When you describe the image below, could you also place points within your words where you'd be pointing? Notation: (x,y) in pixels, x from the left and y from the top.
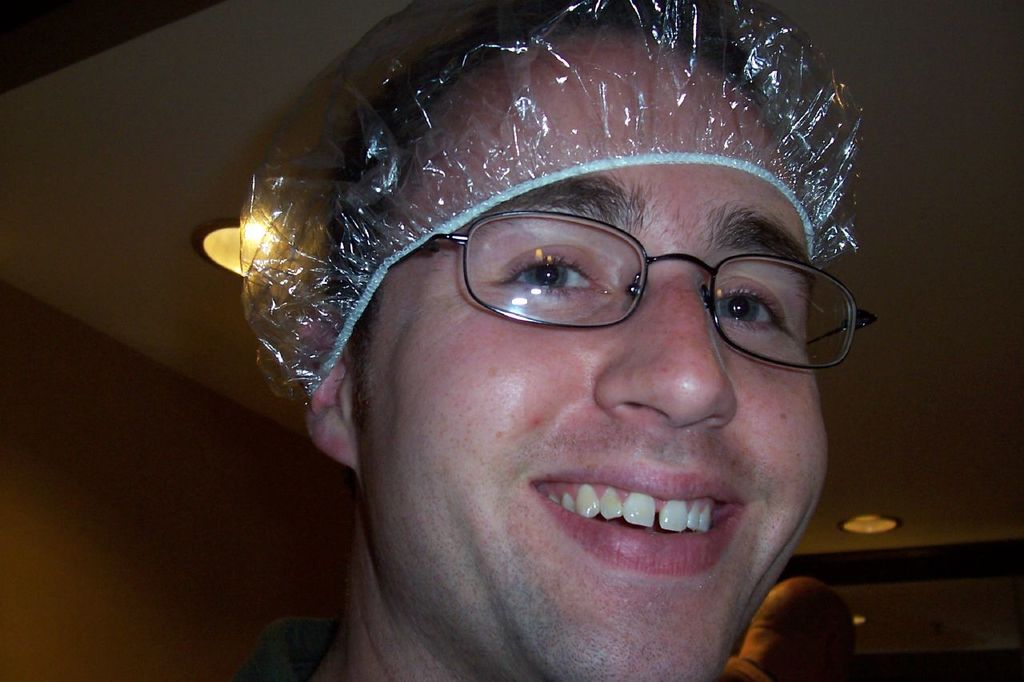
In this image we can see two persons (486,126), one of them is wearing cover (831,120) on his head (461,437), there is a ceiling (135,249), also we can see the lights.
